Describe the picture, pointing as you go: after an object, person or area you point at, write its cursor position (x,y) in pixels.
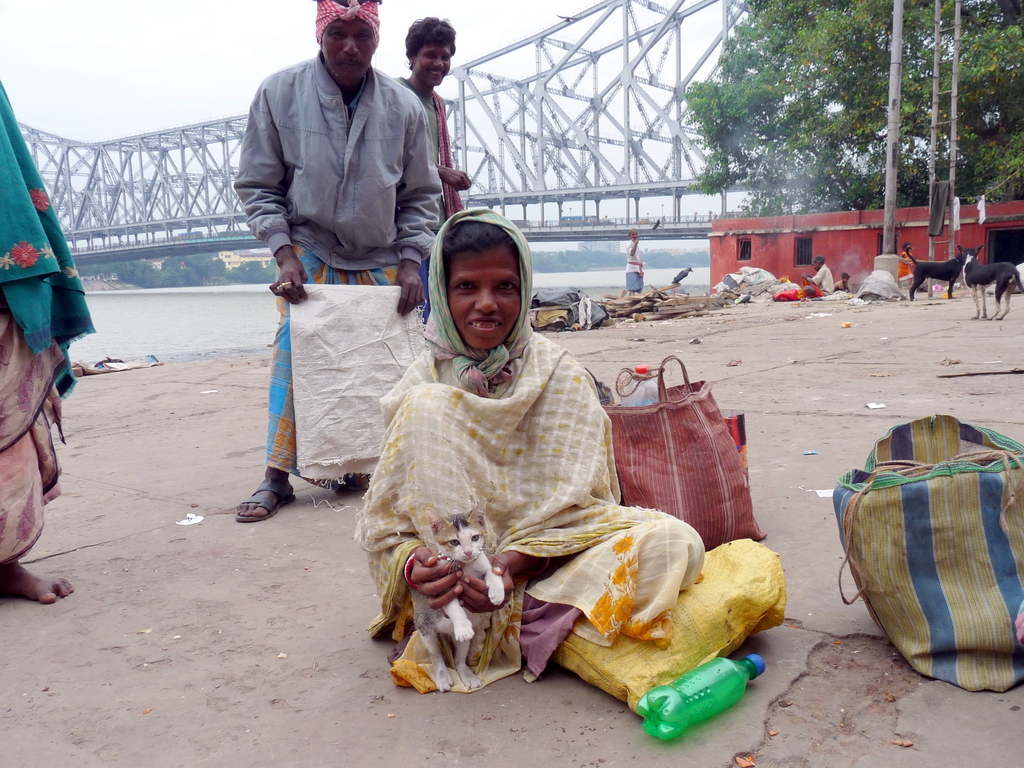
In this image i can see a woman (574,374) holding a cat (462,532) sitting on a floor (290,648) there is a bottle (685,721) and two bags (698,517) in front of her at the back ground (366,226) i can see three other persons (289,285) standing, two dog (1009,297), a building (873,236), tree (746,66), railing (701,65) and a sky (500,34).
